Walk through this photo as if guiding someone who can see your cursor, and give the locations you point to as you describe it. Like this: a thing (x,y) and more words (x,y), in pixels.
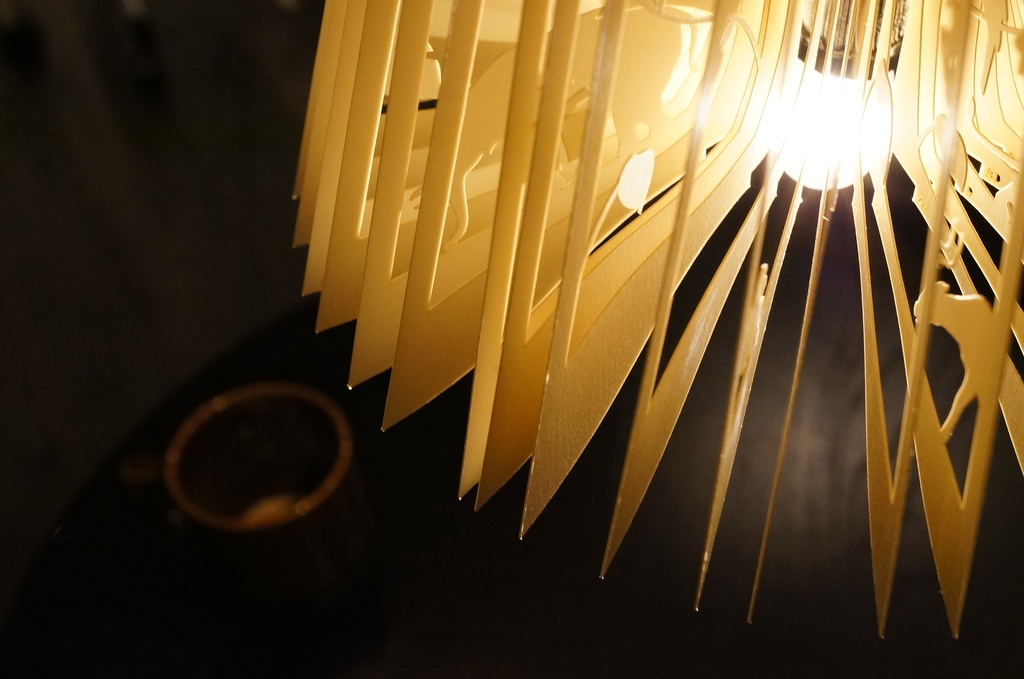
In this image we can see a light (830,143) with frames (994,376). Background (809,566) there is a blur view. Here we can see some object (244,465) and black color.
